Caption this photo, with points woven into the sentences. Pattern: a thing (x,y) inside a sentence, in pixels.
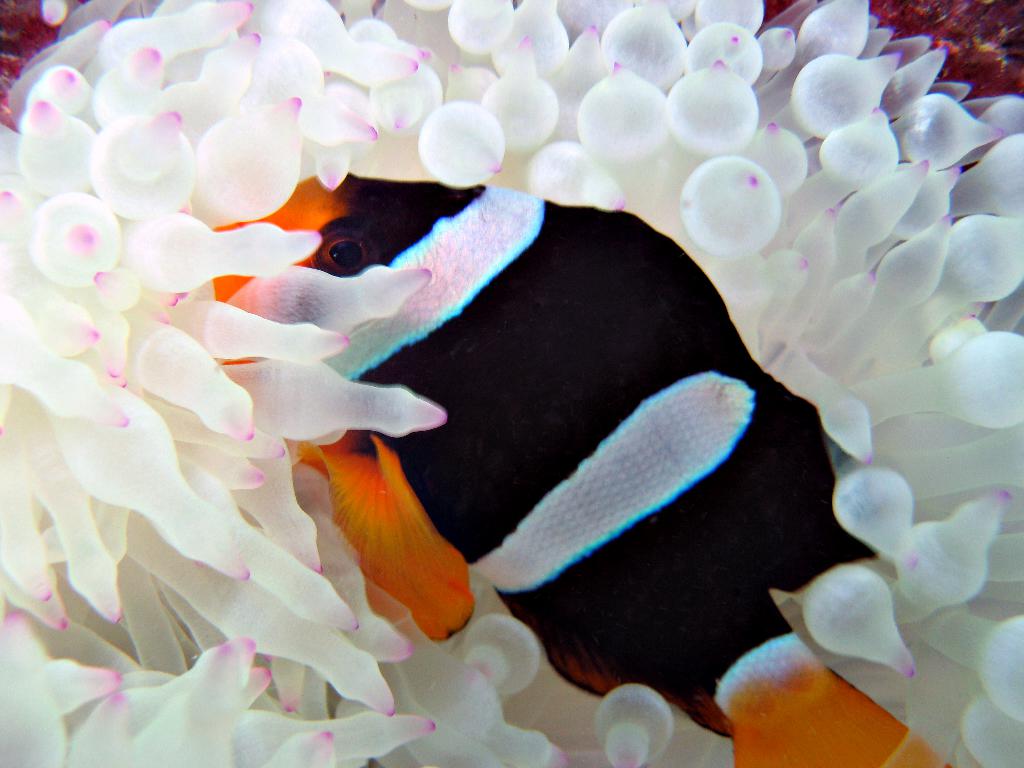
In this picture we can see a fish (403,227).
